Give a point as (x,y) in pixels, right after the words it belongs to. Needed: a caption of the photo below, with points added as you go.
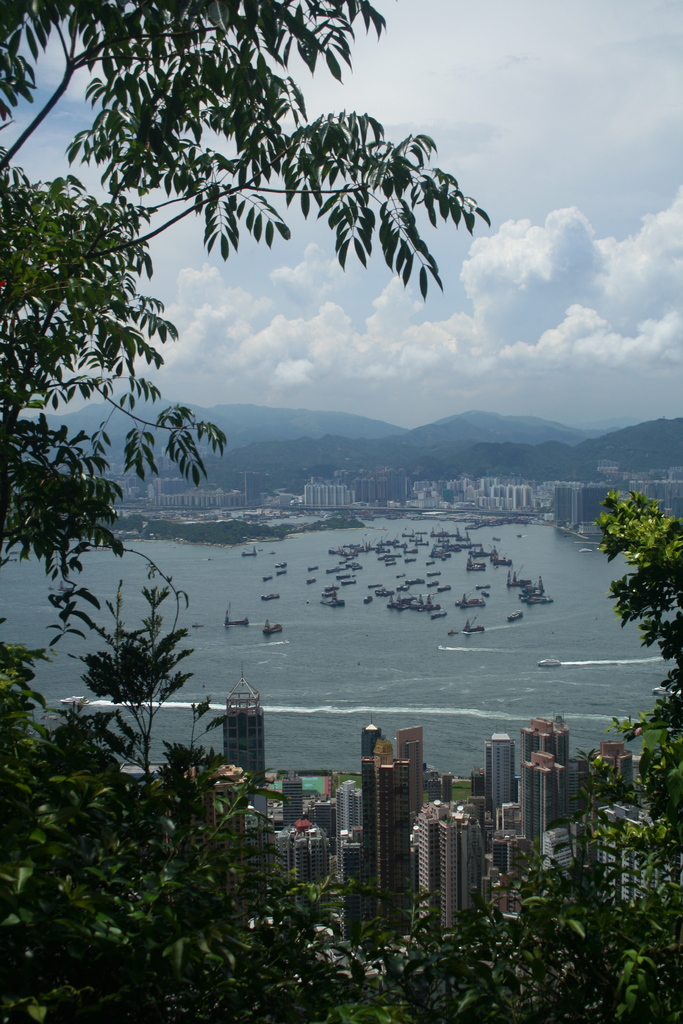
In this Image I can see few buildings (391,821), trees (137,930), few ships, mountains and water (434,624). The sky (396,288) is in blue and white color.
